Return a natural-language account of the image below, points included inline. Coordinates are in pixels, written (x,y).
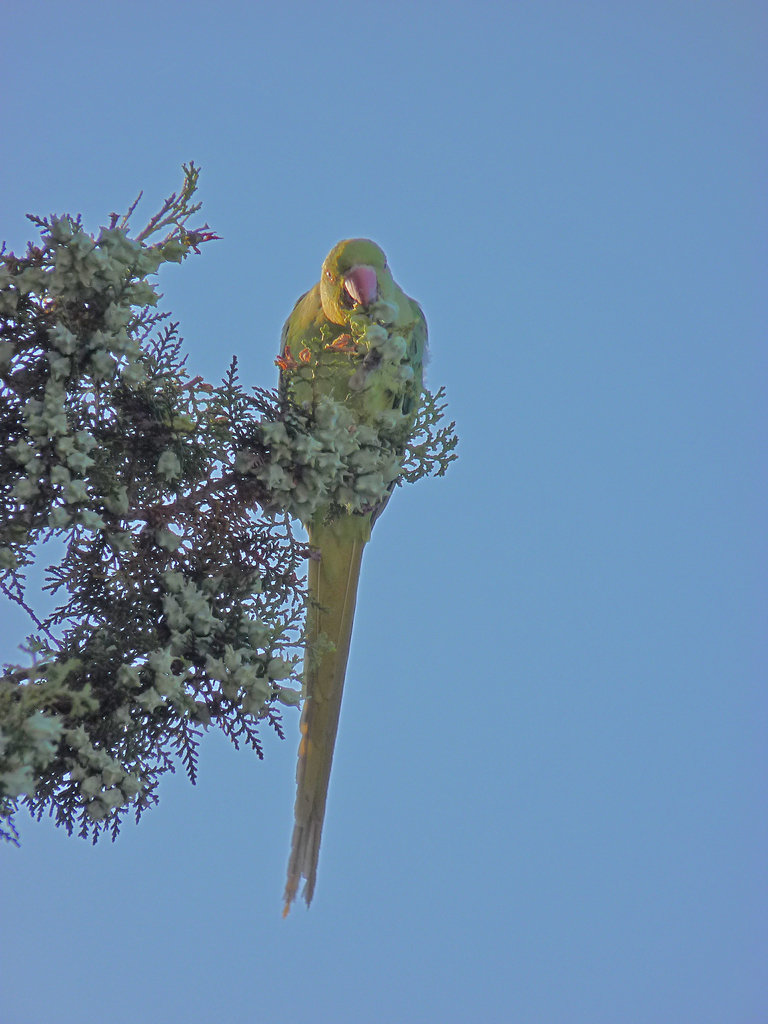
In this image there is a bird (388,295) on the plant (214,543) having few flowers (275,666). Background (219,880) there is sky (506,618).
